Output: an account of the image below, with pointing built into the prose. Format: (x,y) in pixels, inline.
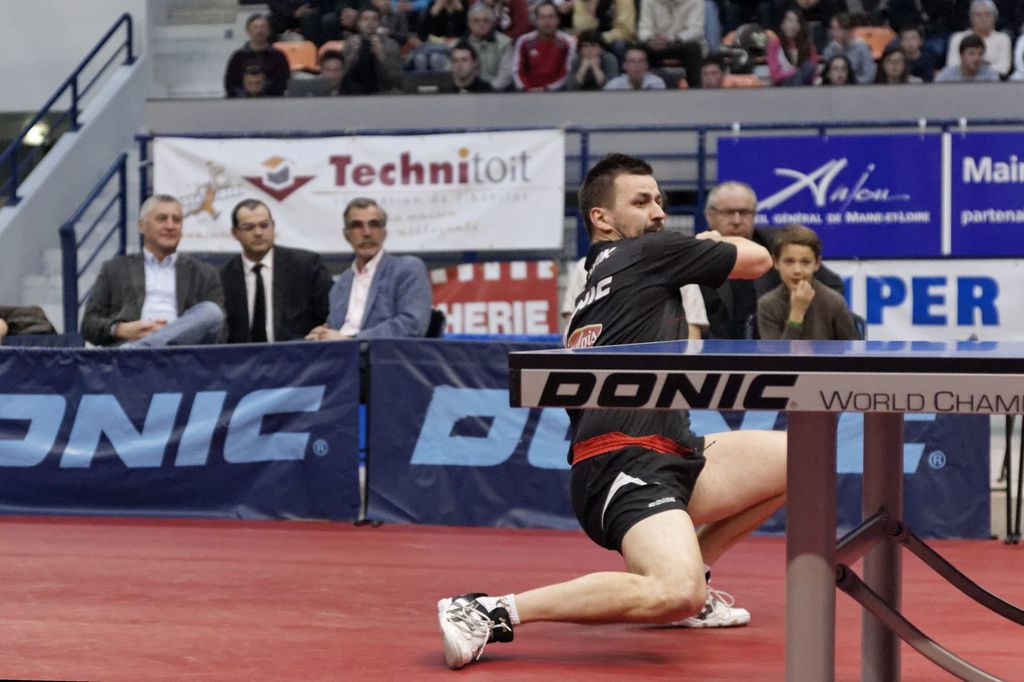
In this picture I can see a man (643,309) playing a game. I can see few people (326,314) sitting in the middle (427,322). I can see audience (620,71) in the background (560,79). I can see stair rail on the left side (56,140).
